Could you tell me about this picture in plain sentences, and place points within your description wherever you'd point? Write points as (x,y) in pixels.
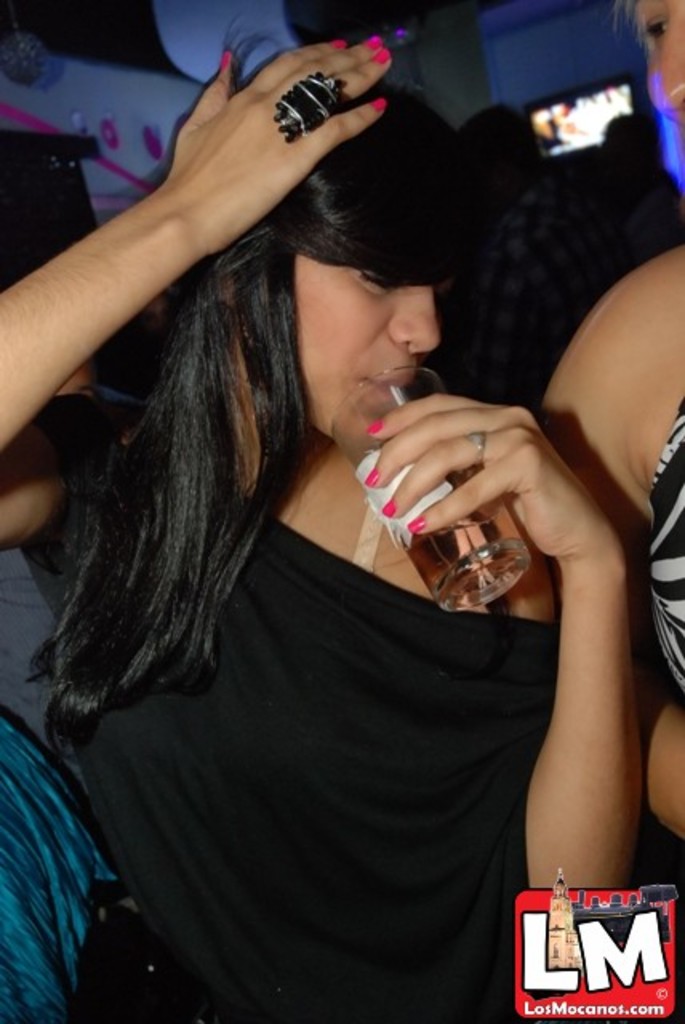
In this image we can see people (386,661). The lady (311,600) standing in the center (451,550) is holding a glass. In the background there is a screen (583,107) placed on the wall (597,35).
